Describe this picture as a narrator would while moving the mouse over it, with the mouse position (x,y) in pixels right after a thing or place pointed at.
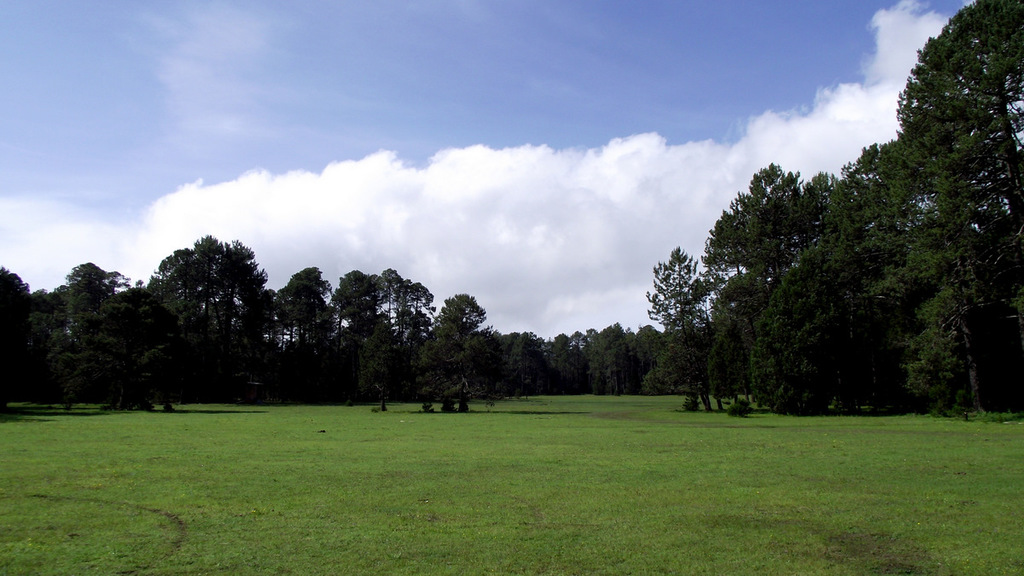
In this image we can see grass (283,432) and trees (448,386) on the ground (362,475). In the background (265,226) we can see clouds (269,230) in the sky (221,88).
